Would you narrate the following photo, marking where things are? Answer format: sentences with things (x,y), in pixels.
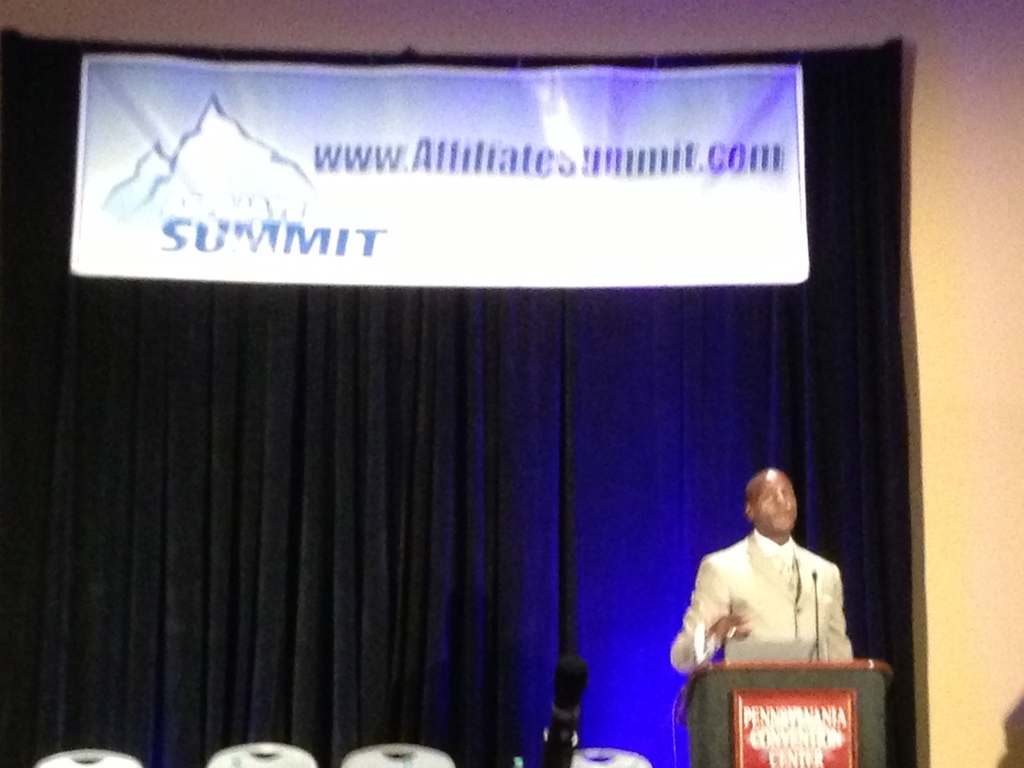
In this image I see a man (765,591) who is standing in front of a podium (814,702) and I see a mic (817,602) over here and I see the curtain (729,384) in the background (438,663) and I see a banner (334,173) on which there is something is written and I see the wall (1015,542) and I see the white color things (276,754) over here.
